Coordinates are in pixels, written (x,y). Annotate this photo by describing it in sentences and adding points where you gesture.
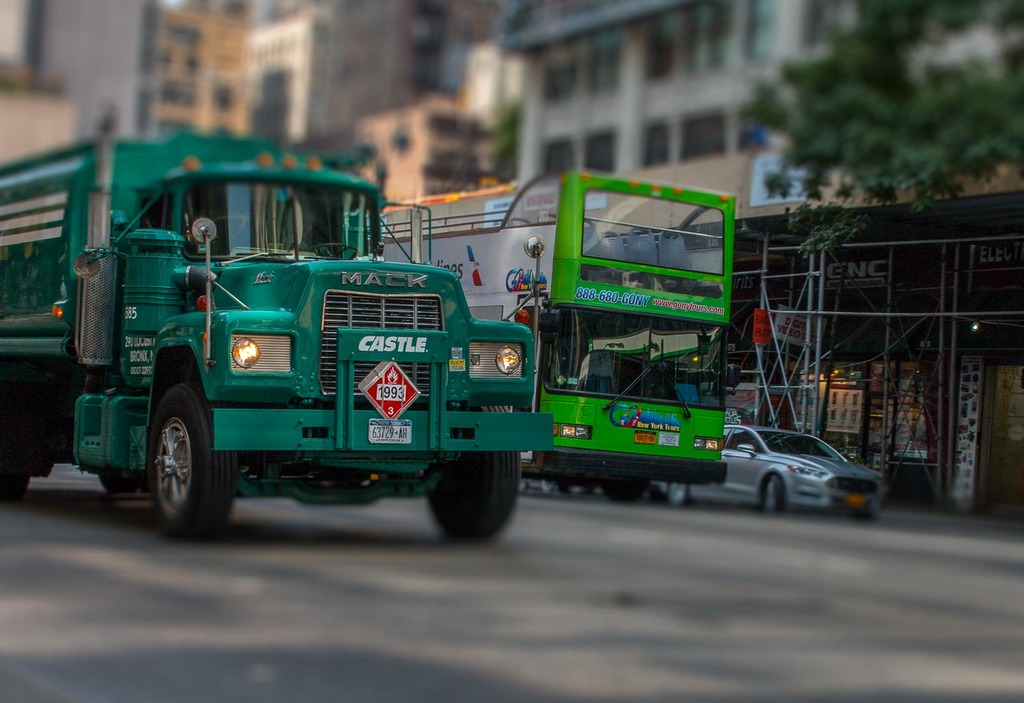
In the picture we can see a truck (166,240), which is green in color and beside it, we can see a bus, which is also green in color on the road (588,543) and we can also see a car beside it and some building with shops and a tree (937,121) and in the background (62,105) also we can see some buildings (217,113).
